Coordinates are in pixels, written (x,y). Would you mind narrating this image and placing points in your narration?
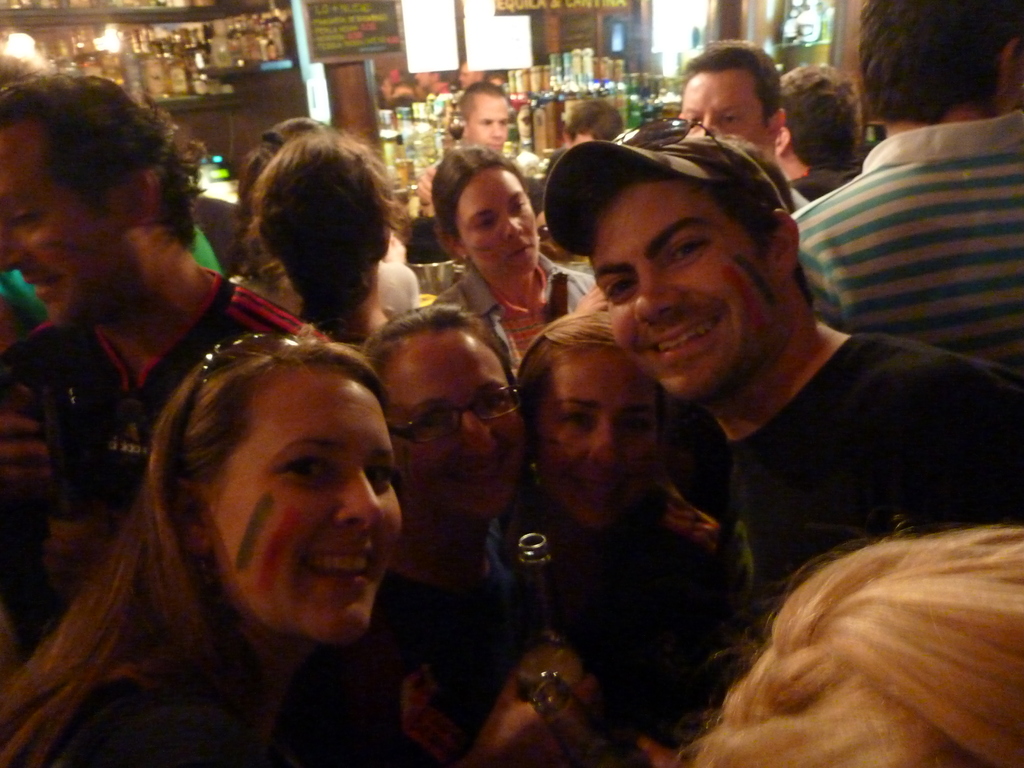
Here in the front (627,387) we can see a group of people (470,479) standing over a place (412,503) and all of them are smiling and in the middle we can see a bottle (551,592) present and the person (651,339) on the right side (738,229) is wearing a cap (692,155) on him and behind them also we can see number of people (579,273) standing over there and in the far we can see number of wine bottles (565,99) present in the racks (186,99) over there.
